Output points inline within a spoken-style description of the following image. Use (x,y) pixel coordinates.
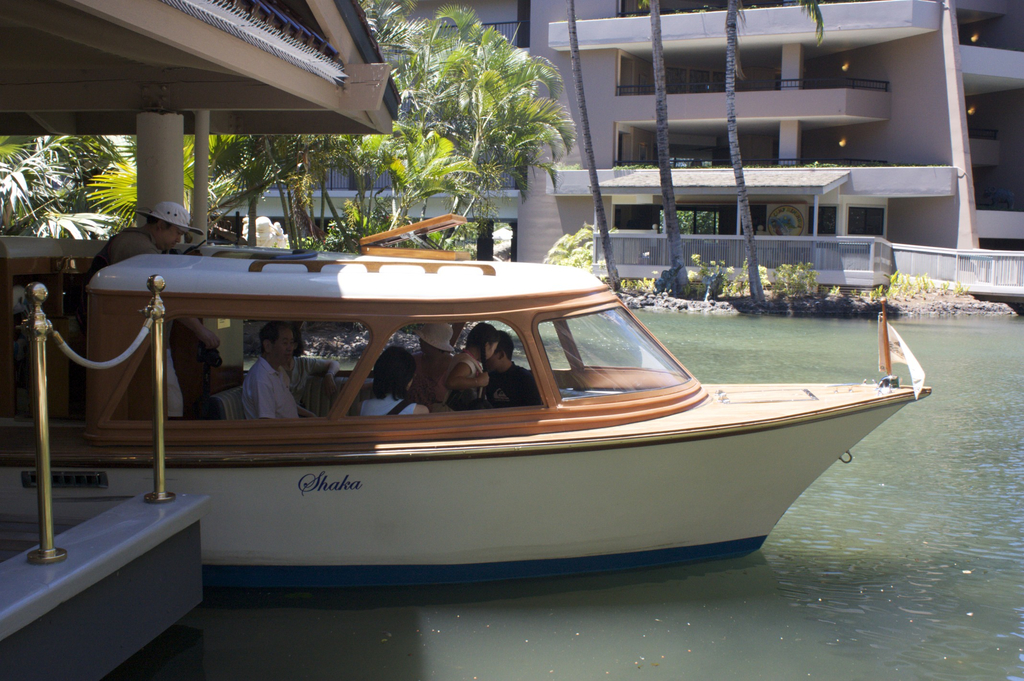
In the center of the image (445,253) there is boat (537,376) there are people (499,341) sitting in it. In the background of the image (549,214) there is a building (623,205). There are trees (582,125). At the bottom of the image (711,606) there is water (738,647).
